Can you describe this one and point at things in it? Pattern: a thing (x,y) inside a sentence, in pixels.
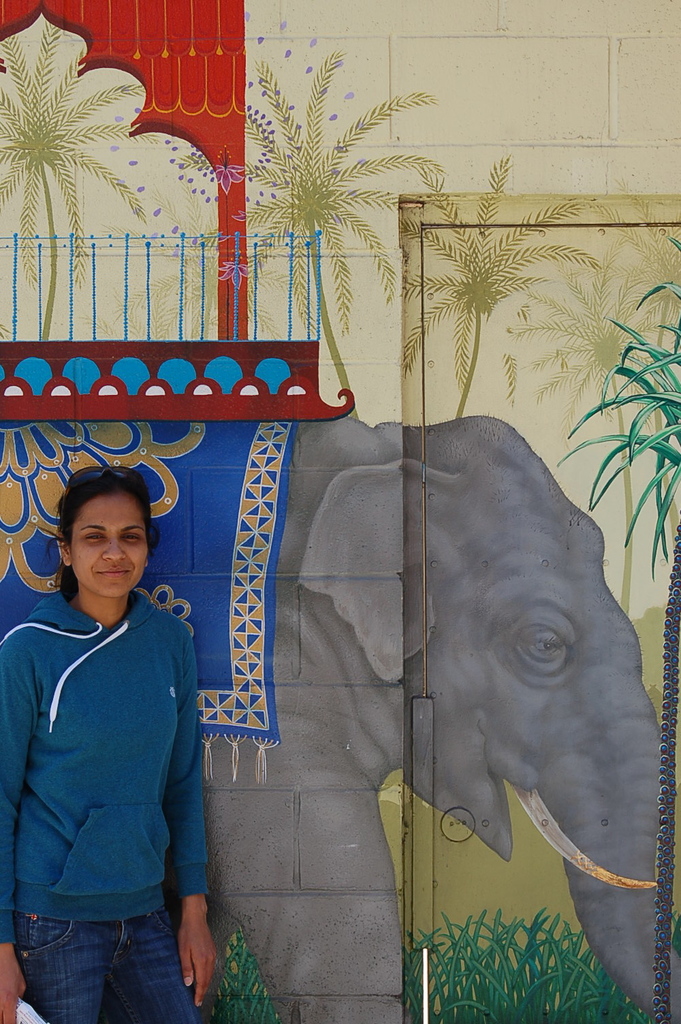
In this image, on the left side (19,688), we can see a woman (80,701) standing, we can see the wall (459,61), we can see the elephant painting (372,697) on the wall (276,669).
